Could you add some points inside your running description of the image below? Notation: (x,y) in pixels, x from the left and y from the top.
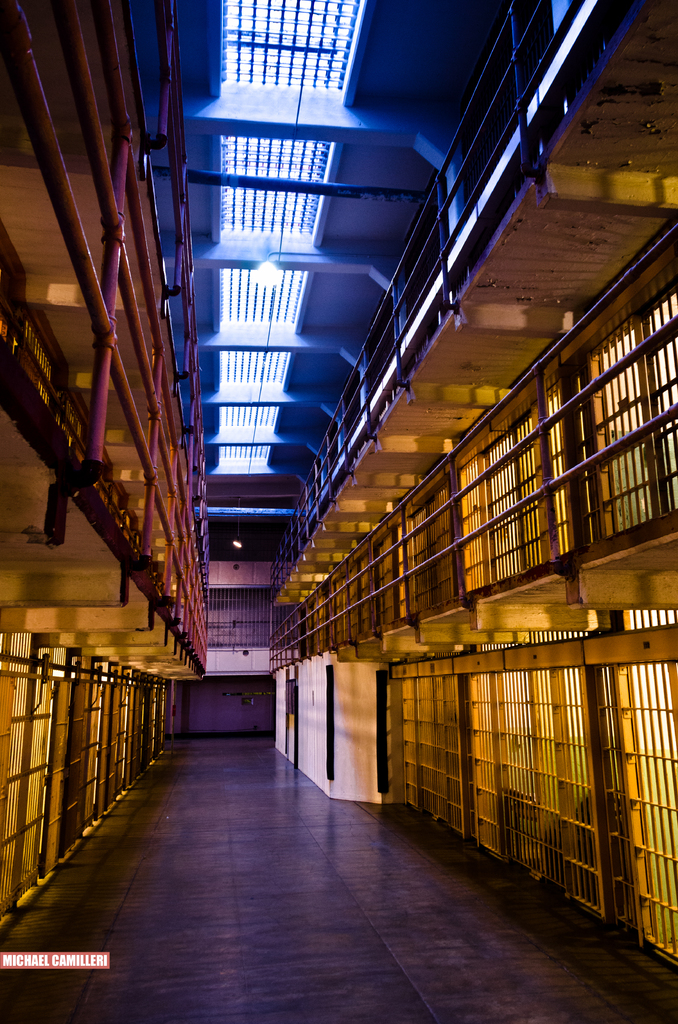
This is the picture of a building (487,824). At the top (387,321) there are pipes (178,55) and there is a railing (661,343) and there are lights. At the bottom (333,895) there is a floor (34,973).
